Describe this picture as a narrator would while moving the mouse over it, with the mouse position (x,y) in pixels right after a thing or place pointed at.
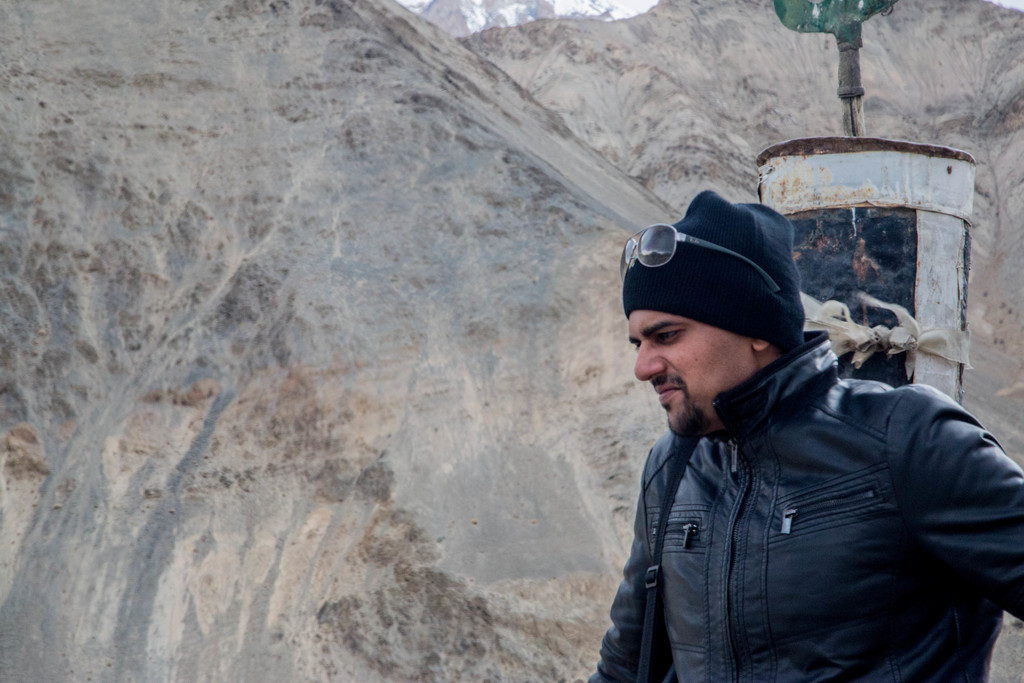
In this picture I can see a man (742,259), there is an object (846,50), and in the background (354,112) there are mountains (354,112).
